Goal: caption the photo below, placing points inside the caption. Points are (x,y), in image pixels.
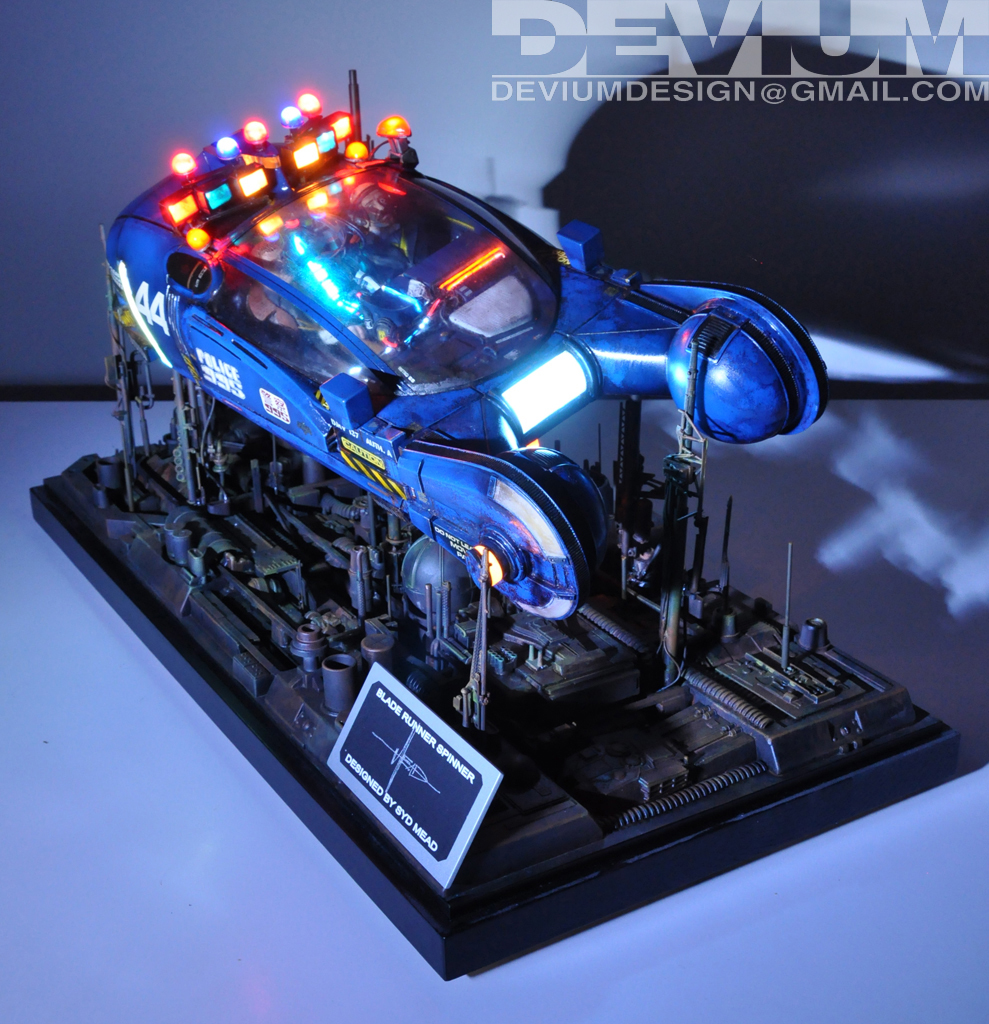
In this image there is an object (493,426) with lighting (299,156) and it is placed on the white surface (264,832). At the top right corner (676,6) we can see a text (808,22).
